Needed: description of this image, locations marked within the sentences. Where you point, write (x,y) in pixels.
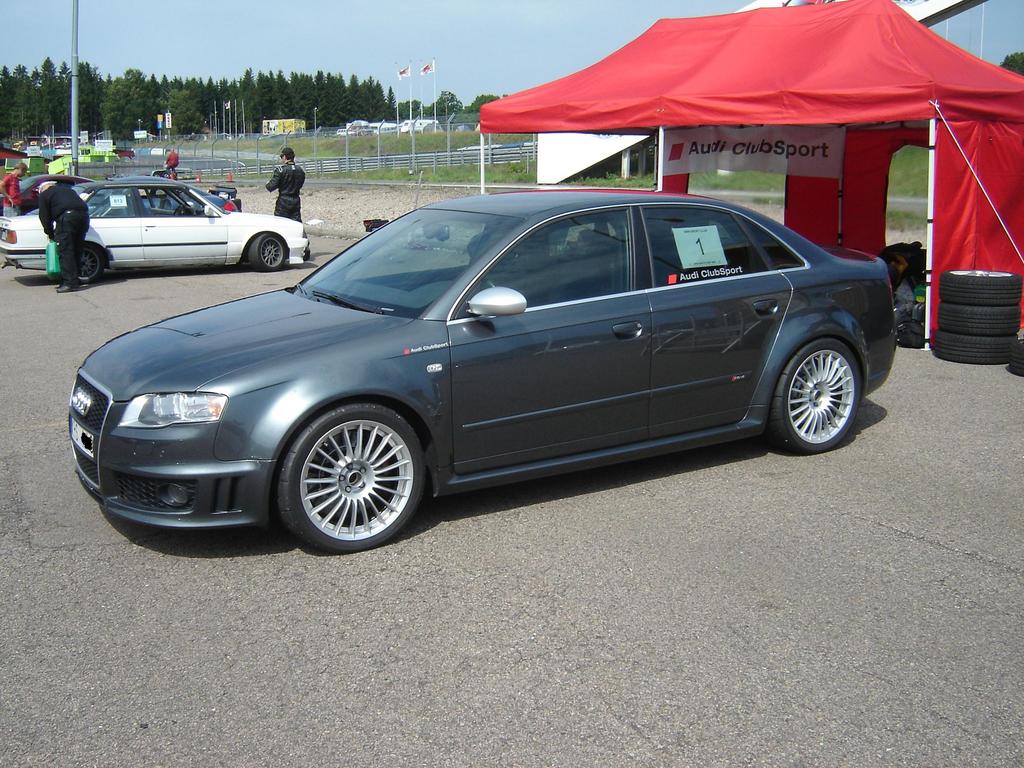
In this image, in the middle (417,328), we can see a car (380,392) which is placed on the road (789,563). On the right side (808,89), we can see some tents (768,92) and tyres (962,362). In the background (49,212), we can see a group of people (62,214), cars (34,245), plant (33,110), trees (273,87), hoardings (738,159), houses (270,132), pole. At the top (333,20), we can see a sky (499,43), at the bottom (747,616), we can see a road (711,667).
